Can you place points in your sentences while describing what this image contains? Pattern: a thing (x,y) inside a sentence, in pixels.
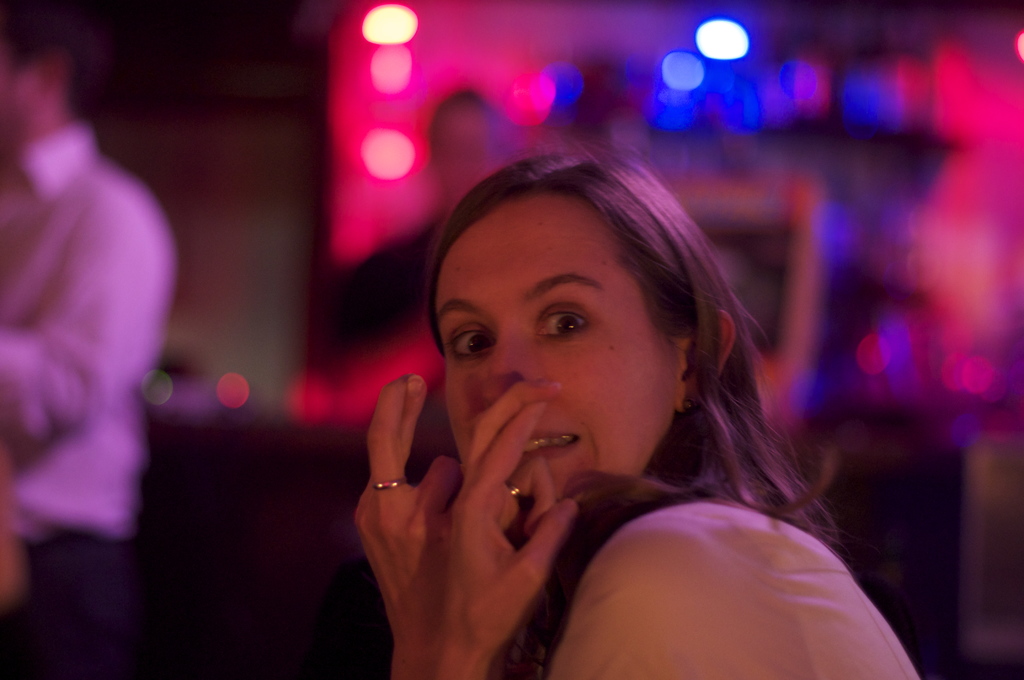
In this picture there is a woman (811,639) standing and giving a pose into the camera. Behind there is a blur background with some colorful spotlights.
